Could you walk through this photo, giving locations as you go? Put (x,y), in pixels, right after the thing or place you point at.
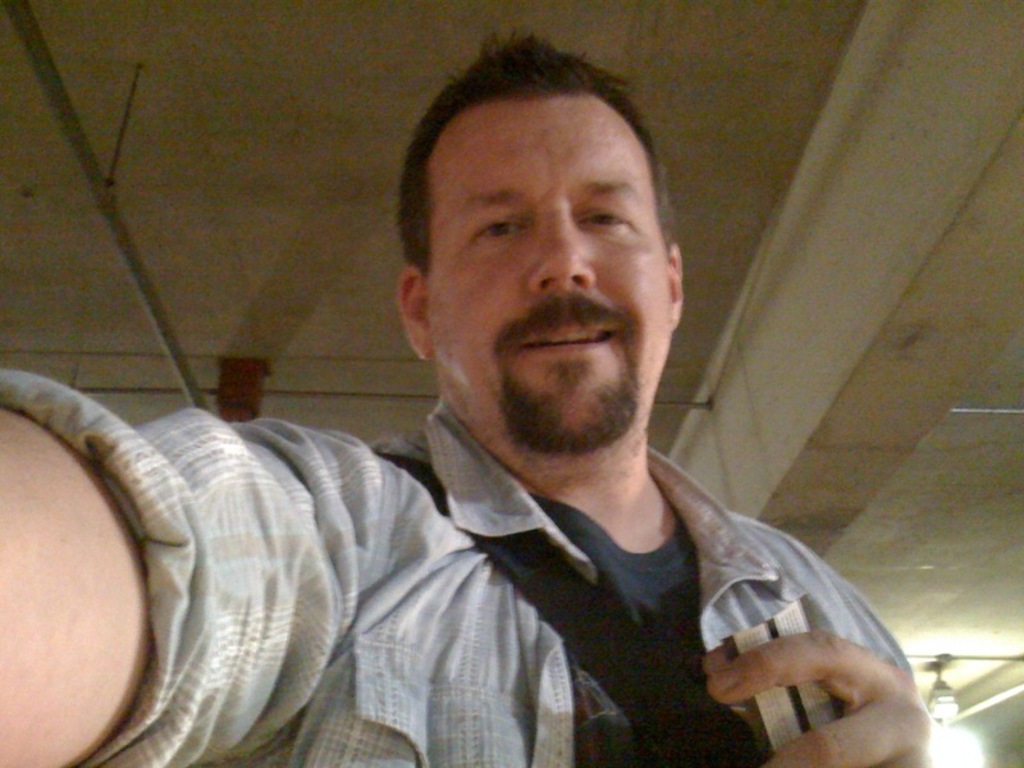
This picture seems to be clicked inside the room (774,53). In the foreground (550,391) we can see a man (498,445) wearing shirt (441,543), smiling and seems to be standing. In the background (848,192) we can see the roof (749,216), light (962,755), metal rods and some other items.
